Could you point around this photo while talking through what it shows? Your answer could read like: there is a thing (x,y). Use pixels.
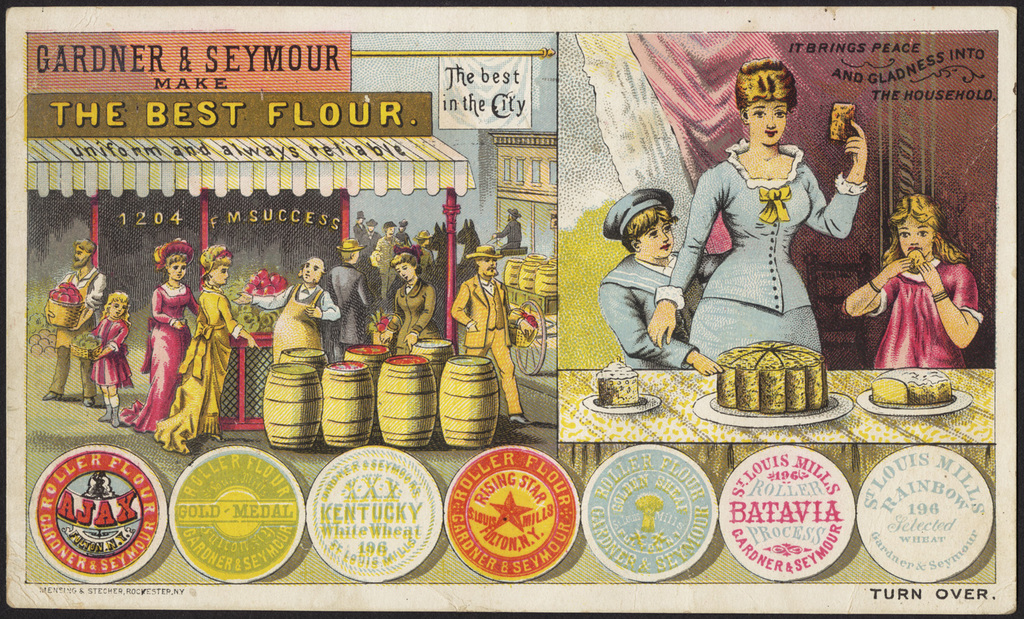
In this poster there is a woman (765,236) on the right side (806,301) with kids (933,336) on either side of her in front of a table (580,379) with cake (796,404) and food (904,392) on it, on the left side (291,296) there is a man (327,300) standing, he wore apron (296,311) and many people (386,289) are walking on either side of the road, in front of him there are barrels (402,421) and below there are stamps (477,507).
